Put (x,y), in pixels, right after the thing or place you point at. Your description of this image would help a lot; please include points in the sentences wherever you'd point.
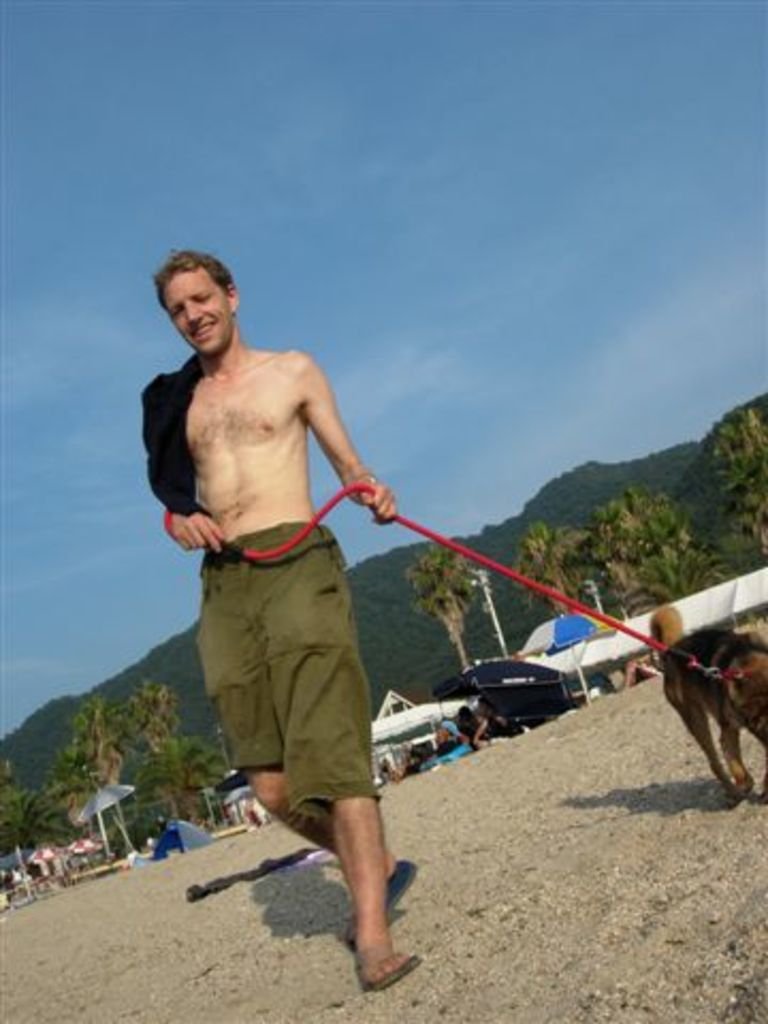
This picture is clicked outside. In the foreground (291,416) there is a person (176,309) smiling, walking on the ground (333,868) and holding a red color rope (404,523) tied to the neck (761,675) of an animal (709,693). In the background (652,517) we can see the sky (414,351), hills (408,621), trees (571,560), plants (46,835), umbrellas (43,859), group of persons (397,755), tents (712,594) and many other objects (101,862).
